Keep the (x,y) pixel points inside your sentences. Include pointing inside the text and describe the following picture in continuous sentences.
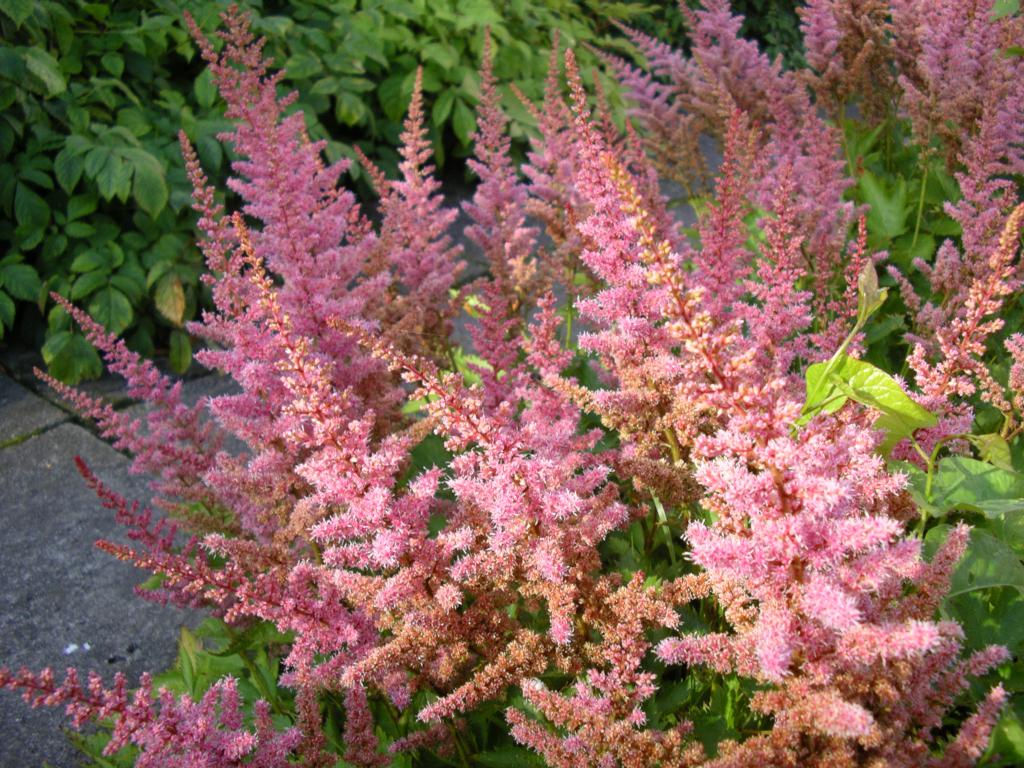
In this picture we can see plants (674,236) with flowers (760,573).
